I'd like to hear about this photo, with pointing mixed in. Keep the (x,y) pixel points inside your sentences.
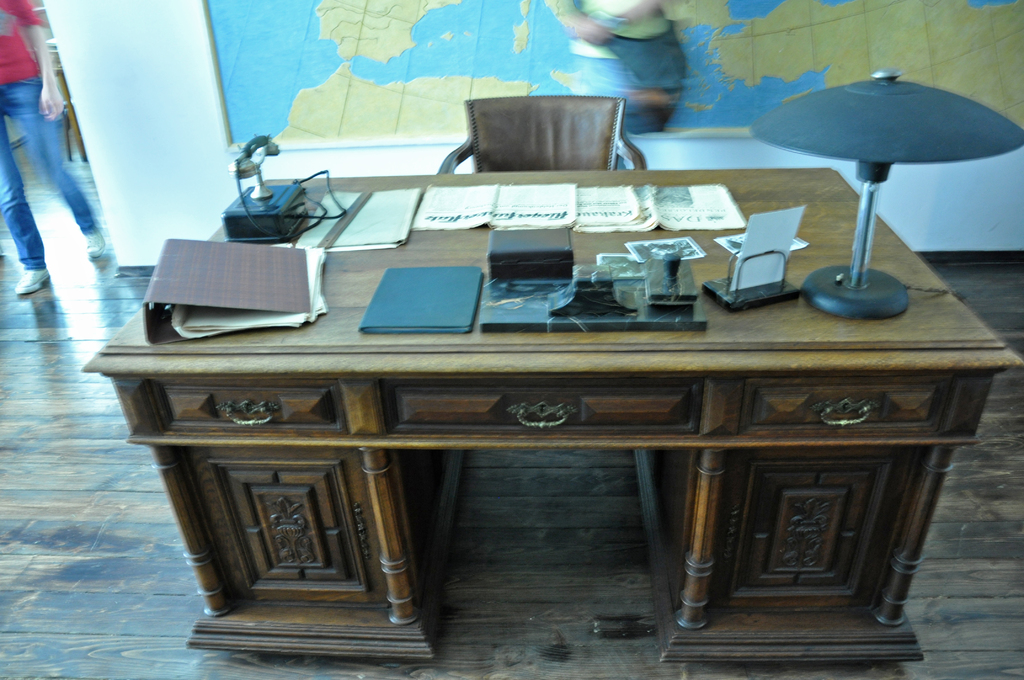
In this image on a table (410,346) there are folders (402,332), books (505,218), telephone (271,220), box (535,260), lamp (863,136) few other things (596,307) are there. Here there is a chair (500,149). In the background (463,134) there is a map (435,20). Here a person (36,140) is walking. The floor (47,240) is wooden furnished.
